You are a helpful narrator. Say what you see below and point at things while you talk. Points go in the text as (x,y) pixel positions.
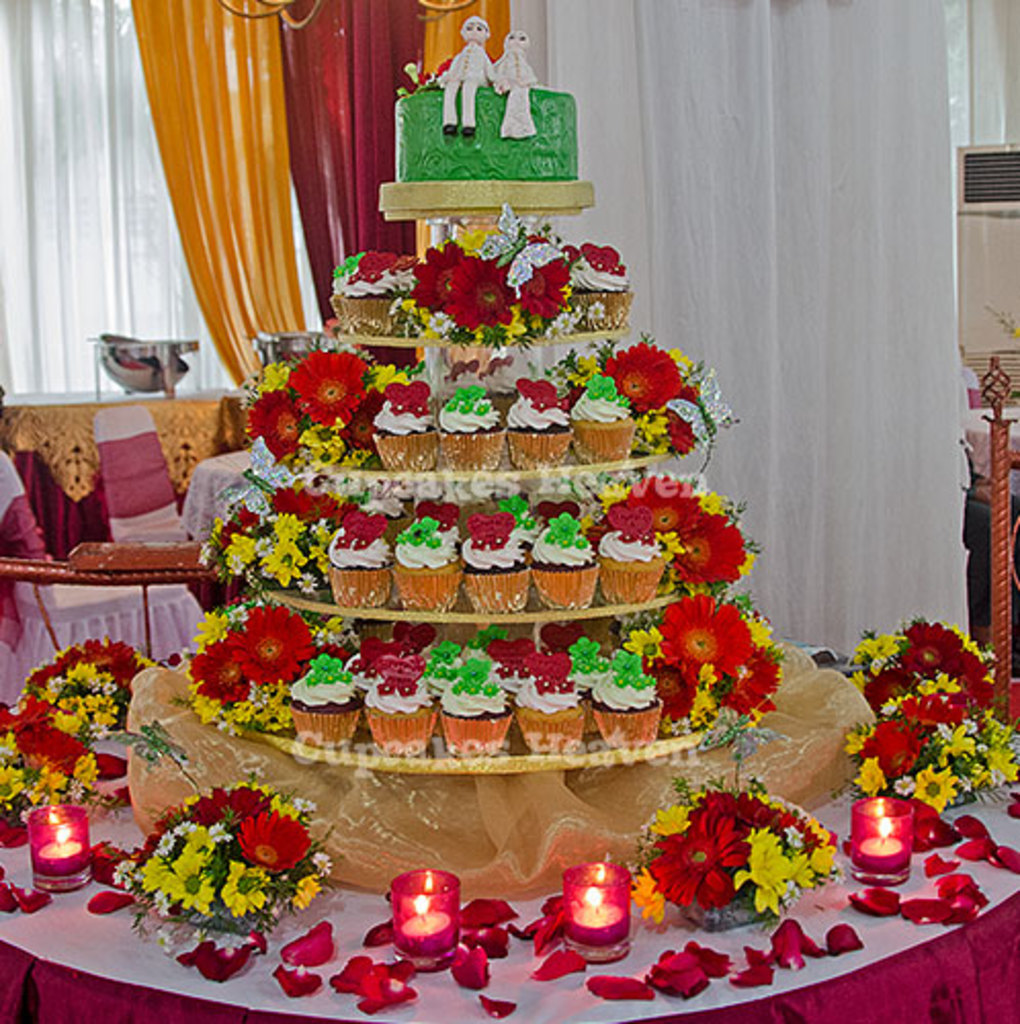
In the picture we can see a table (815,927) with a red color table cloth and a white surface (833,919) on it and on it we can see some candles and flower decorations (801,937) and a cake stand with a cupcake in it and top of it, we can see a cake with man and woman image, in the background (698,337), we can see some curtains (797,562) which are white, red and yellow in color and we can also see some chairs (111,515) with a table (170,435) and a white cloth (183,531) on it.
